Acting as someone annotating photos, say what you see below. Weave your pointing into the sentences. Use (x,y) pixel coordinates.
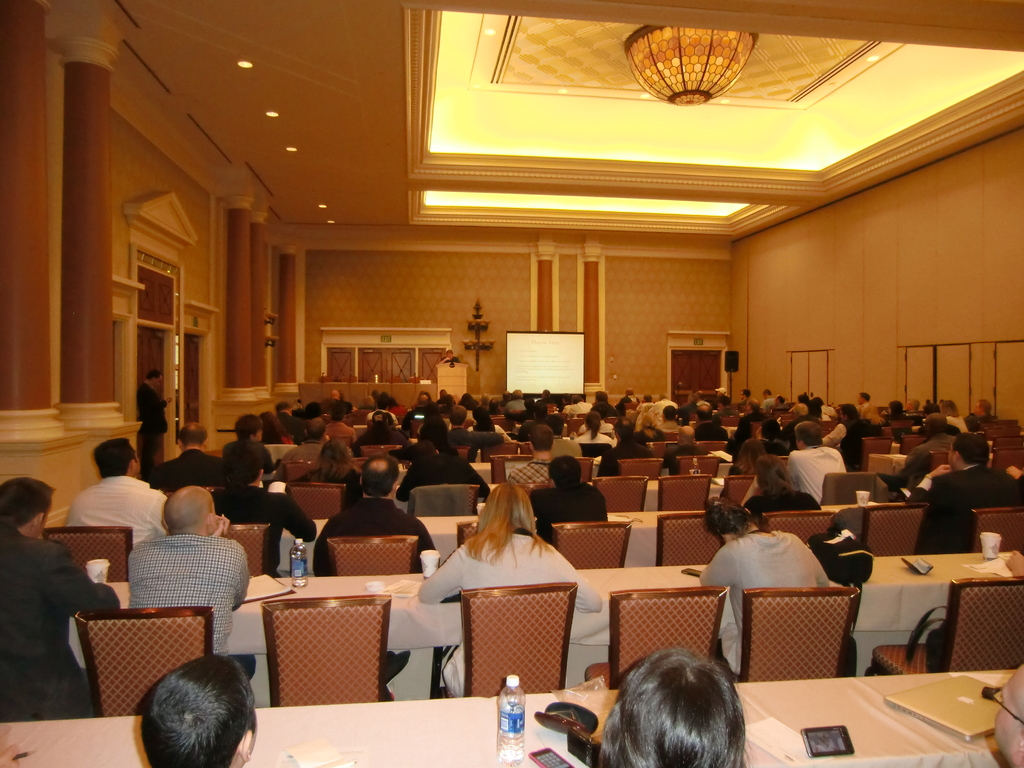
This image consists of many persons (45,611) sitting on the chairs (616,522). And there are many tables (649,545) covered with white clothes (628,584). In the front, we can see a screen (527,378) and a podium (461,376). At the top (523,80), there is a roof (503,150) along with light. On the left (31,320), there are pillars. And there are bottles (503,754) kept on the table (797,691).
